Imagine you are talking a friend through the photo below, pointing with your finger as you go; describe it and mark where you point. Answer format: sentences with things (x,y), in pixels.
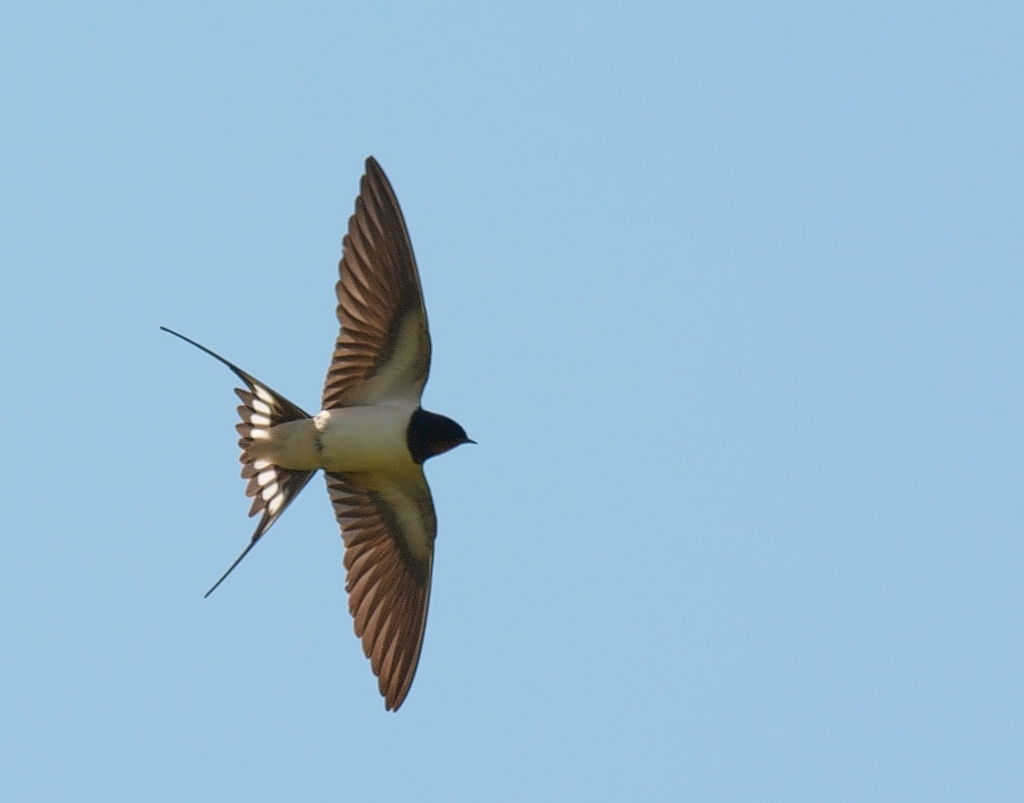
In this image, we can see a bird (331,496) flying in the air (555,744). We can see the sky (659,459) in the background (318,249).
